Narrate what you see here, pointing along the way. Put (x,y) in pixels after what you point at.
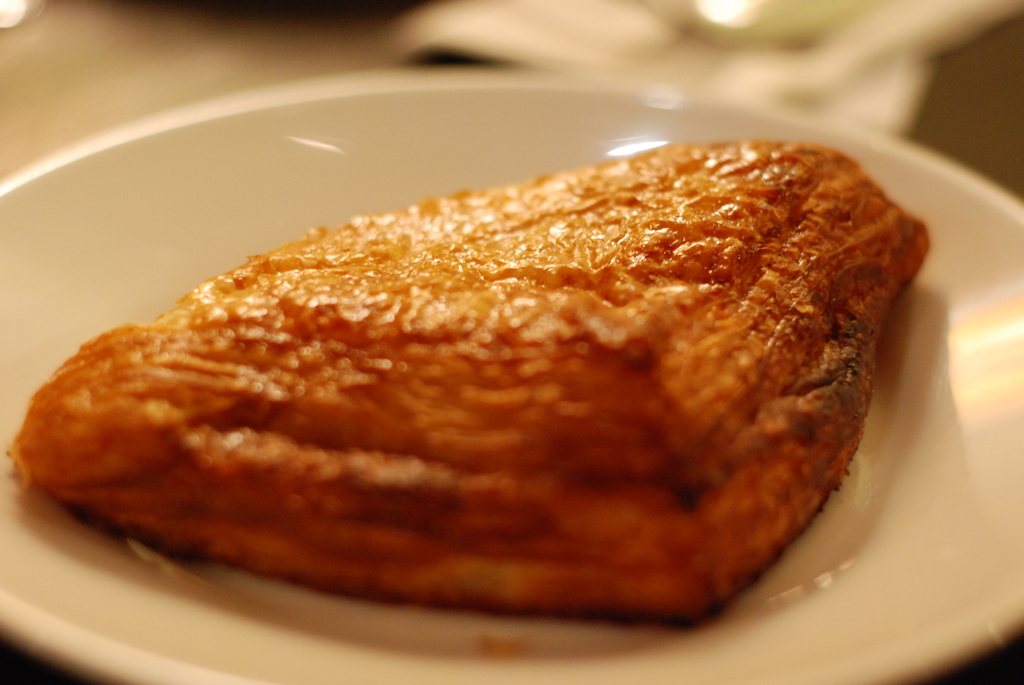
In this image we can see a serving plate (231,202) which has a baked item (590,200) in it.
